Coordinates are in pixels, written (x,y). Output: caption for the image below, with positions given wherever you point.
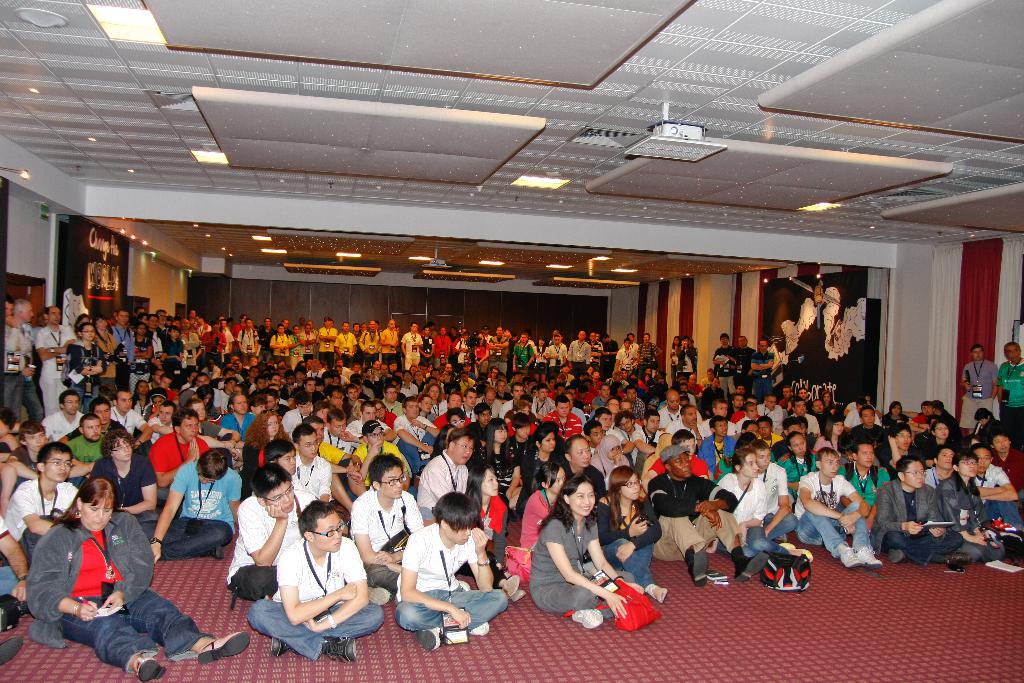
At the bottom of the image (256,544) we can see people (661,514) sitting and some of them are standing. At the top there are lights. In the background (230,283) we can see a wall (566,295).
